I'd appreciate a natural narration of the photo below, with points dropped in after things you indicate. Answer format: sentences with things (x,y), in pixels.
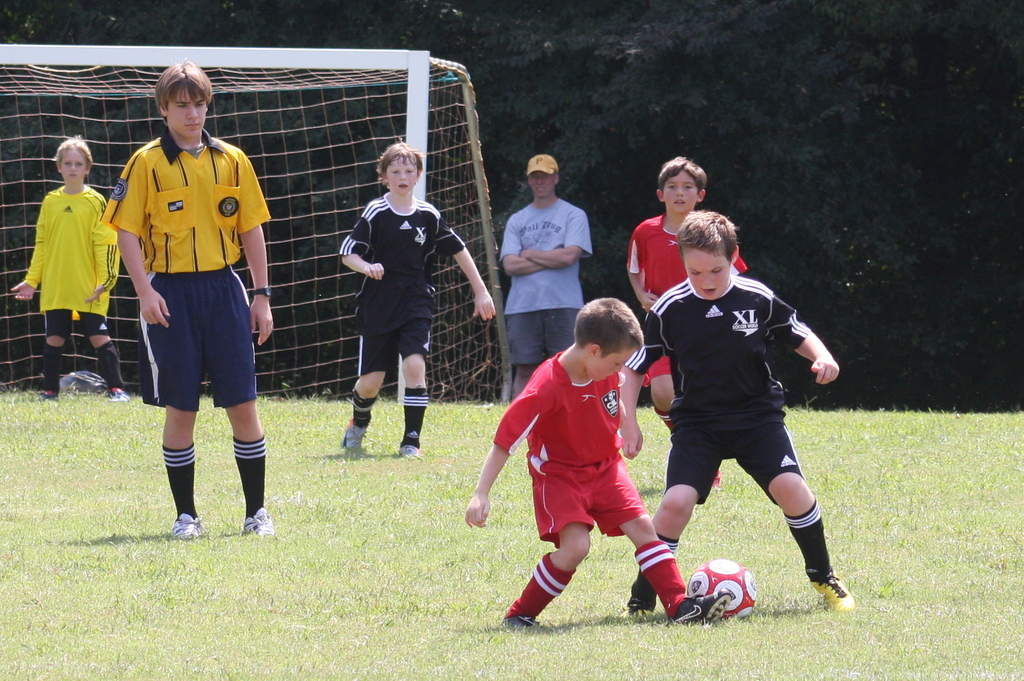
In this image there are group of persons (527,604) playing foot ball in the ground (476,666), and in the back ground (990,21) there are trees (718,11) and net (311,72).
